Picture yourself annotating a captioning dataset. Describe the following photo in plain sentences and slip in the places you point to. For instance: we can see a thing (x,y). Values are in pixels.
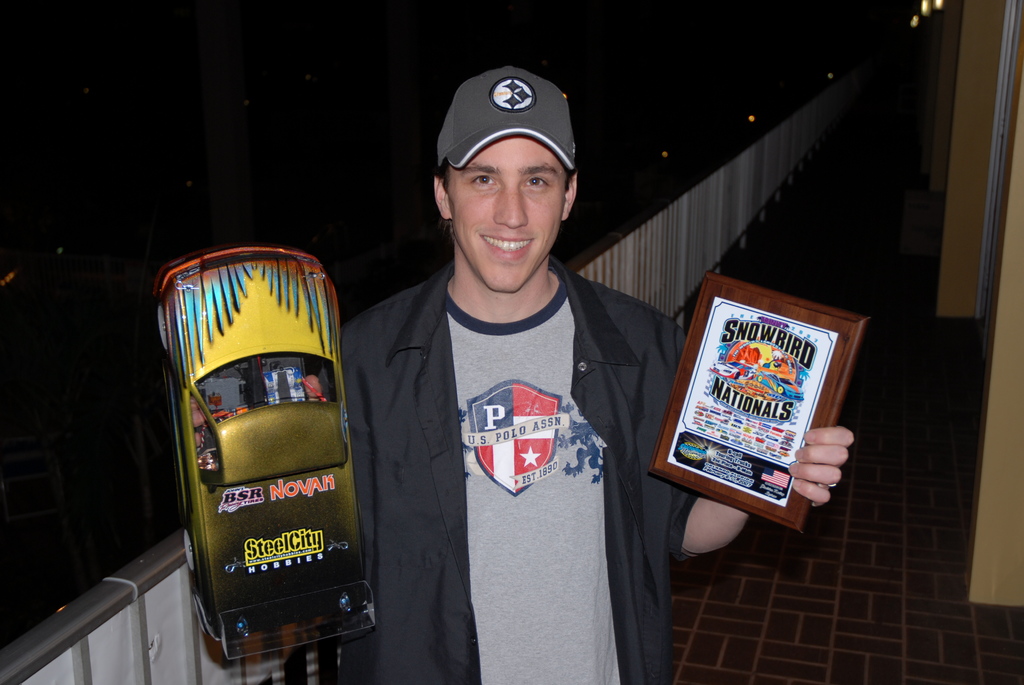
In this image at front (431,641) there is a person (514,479) standing by holding the car (273,456) with one hand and photo frame (696,422) on other hand (809,474). At the back side (89,612) there are lights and we can see metal fence (810,122). At the right side of the image (1011,440) there is a wall (979,135).
